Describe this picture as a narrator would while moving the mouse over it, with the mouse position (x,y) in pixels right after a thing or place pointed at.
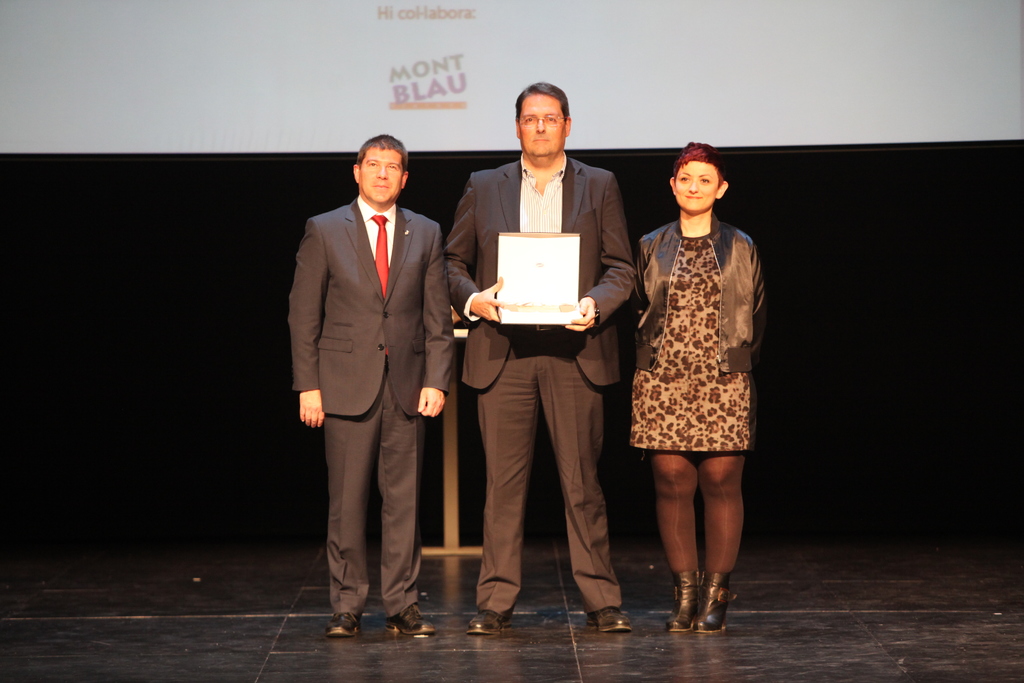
In this image we can see three persons (686,342) on the floor (637,615) and the center person (486,425) is holding an object (561,267). In the background (419,17) we can see the display screen (445,69) in white color with the text (424,72).
